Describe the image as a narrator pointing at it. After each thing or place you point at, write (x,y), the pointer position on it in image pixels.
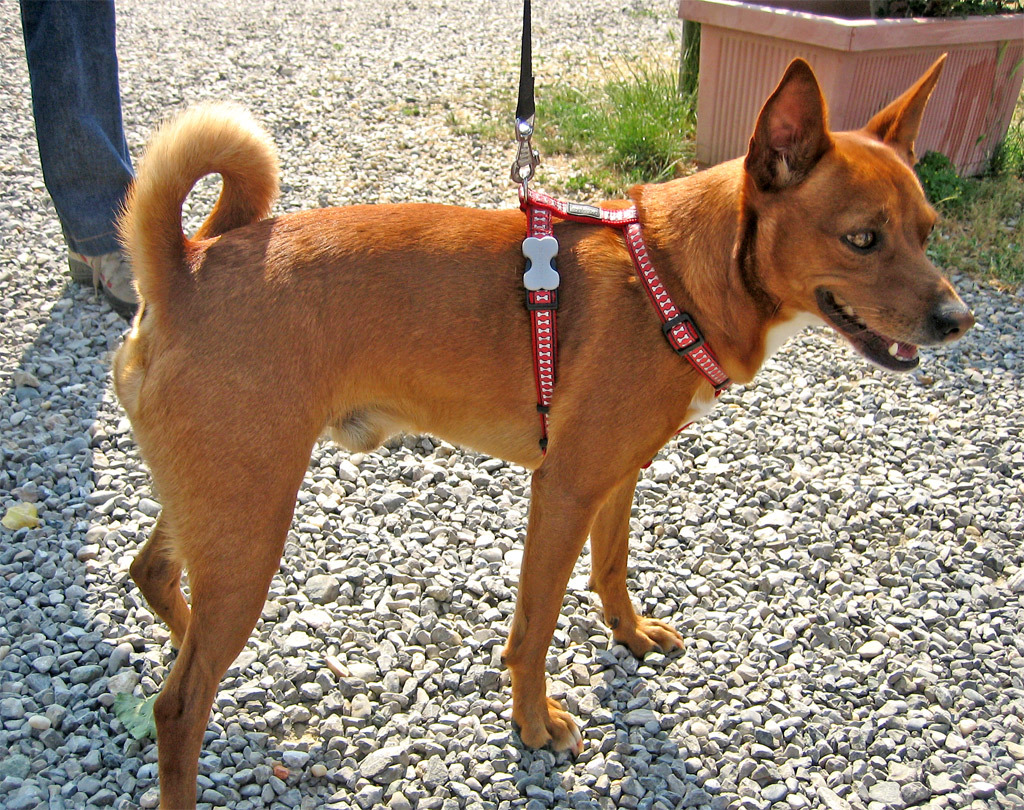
In this image i can see a dog (310,336) and a red color thread (540,231) attached to the dog (835,292) and right side (886,81) I can see a flower pot (974,60) and on left side (50,125) I can see a person leg (53,136).
